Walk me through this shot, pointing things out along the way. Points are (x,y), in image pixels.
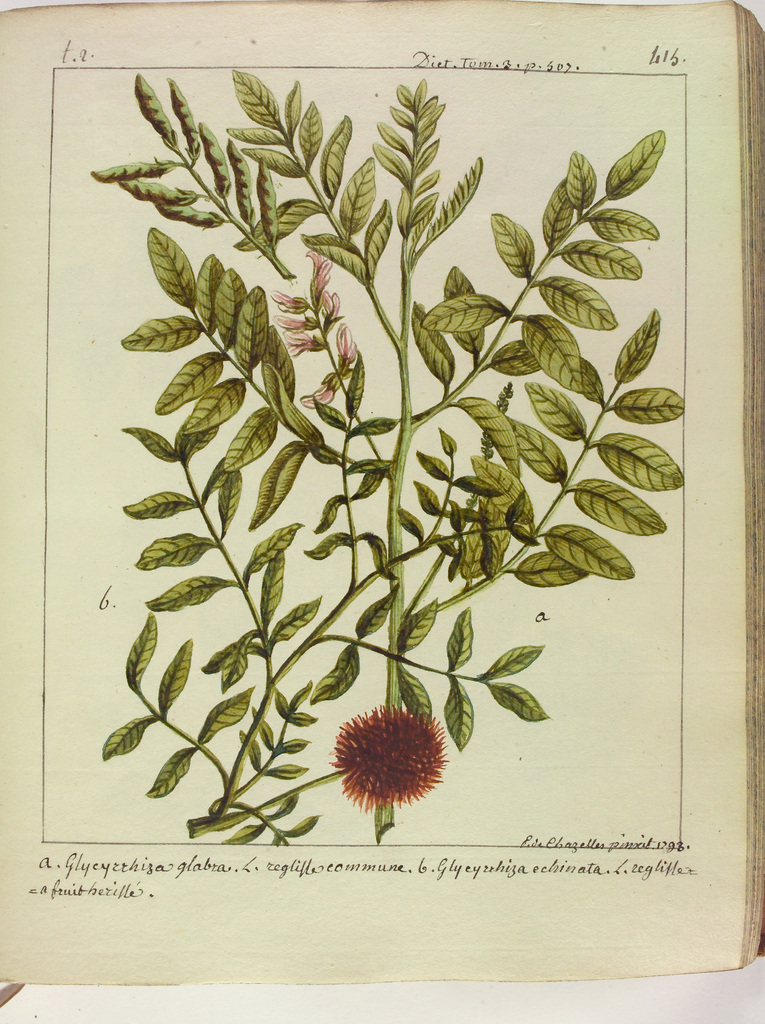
In this image there is a book (360,847), there is a plant (404,613), there are flowers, there is text (134,886) on the paper (172,860), there are numbers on the paper (488,55), the background of the image is white in color.
